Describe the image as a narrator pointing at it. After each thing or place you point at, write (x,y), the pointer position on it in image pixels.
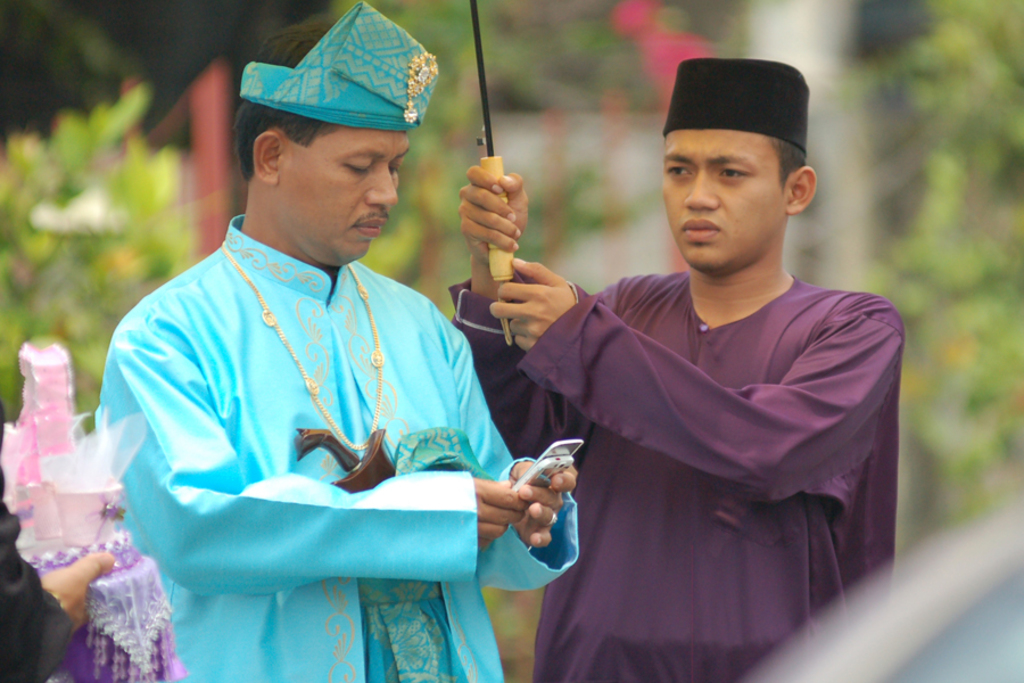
In this image I can see a two person (485,372) standing and holding something (500,269). They are wearing blue and purple color dress (395,391). Back Side I can see trees (682,52). It is blurred.
